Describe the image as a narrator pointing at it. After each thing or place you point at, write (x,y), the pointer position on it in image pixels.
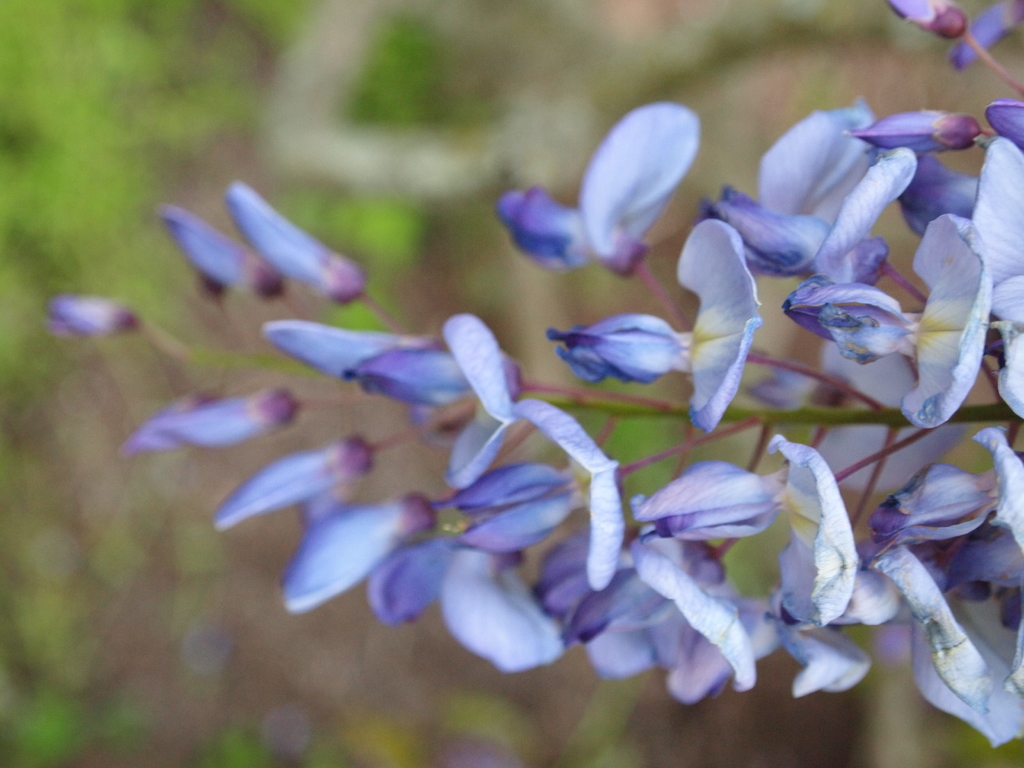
Here in this picture we can see flowers (708,297) present on a plant (693,393) over there.
